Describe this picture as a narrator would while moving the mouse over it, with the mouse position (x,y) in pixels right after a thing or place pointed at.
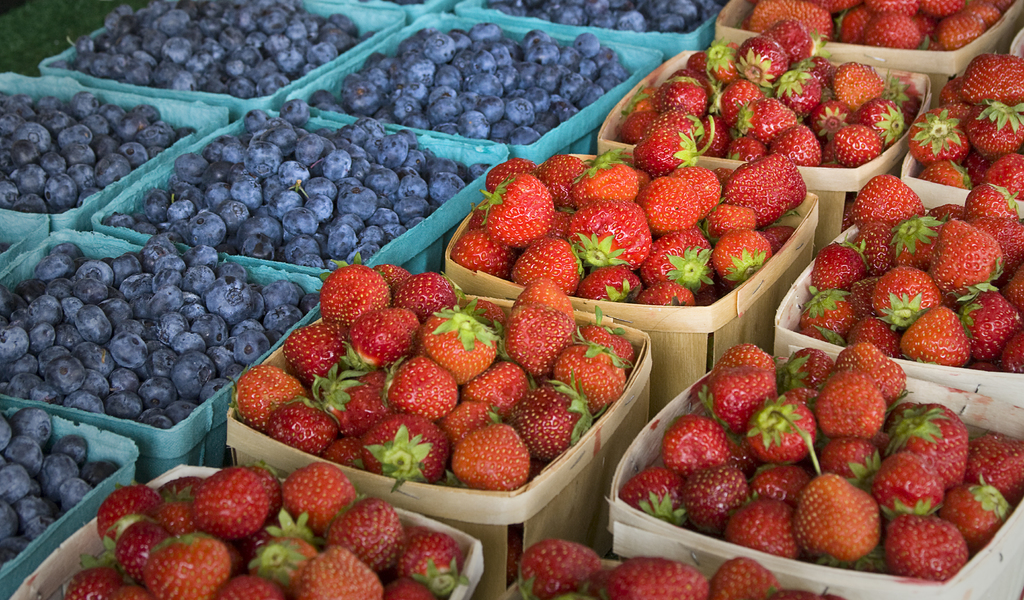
In this image there are baskets (681,335) full of strawberries (700,150) on the right side (810,289) and blue berries (321,149) on the left side (66,191).
